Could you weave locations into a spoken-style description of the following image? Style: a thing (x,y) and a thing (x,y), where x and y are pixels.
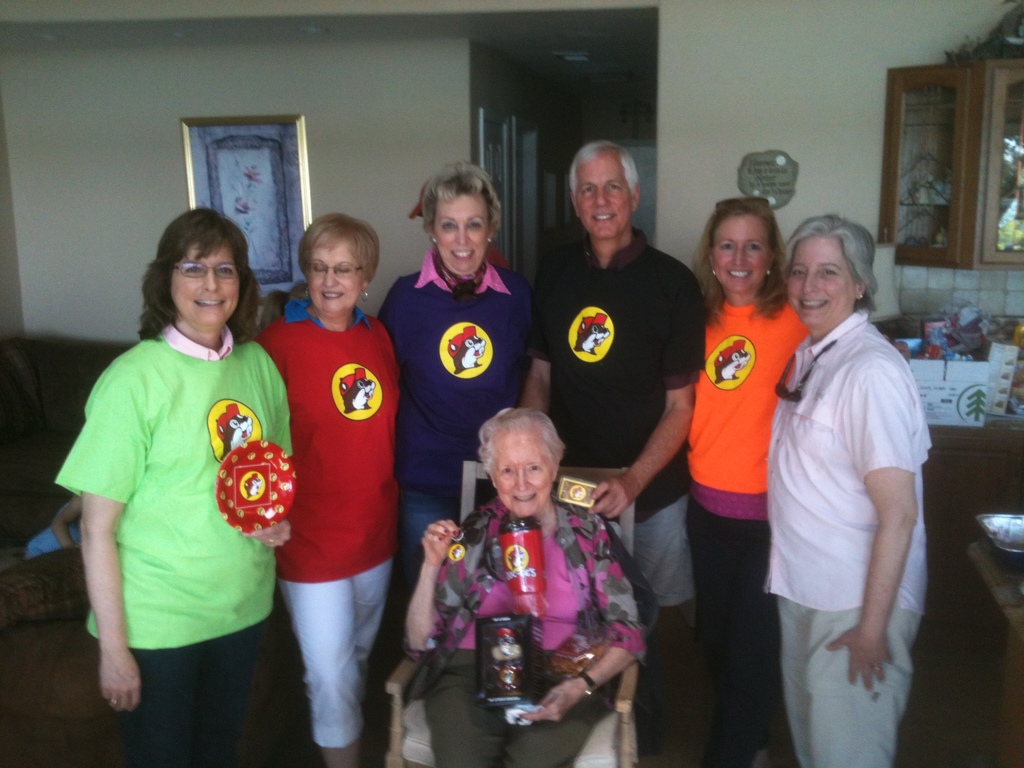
In the image we can see there are six people (441,339) standing and one (495,598) is sitting, they are wearing clothes (209,382) and they are smiling. Here we can see a chair (604,738), frame (209,189) stick to the wall (266,112), cardboard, boxes (953,412) and a floor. Behind them there is another person (36,553) wearing clothes (48,546).
